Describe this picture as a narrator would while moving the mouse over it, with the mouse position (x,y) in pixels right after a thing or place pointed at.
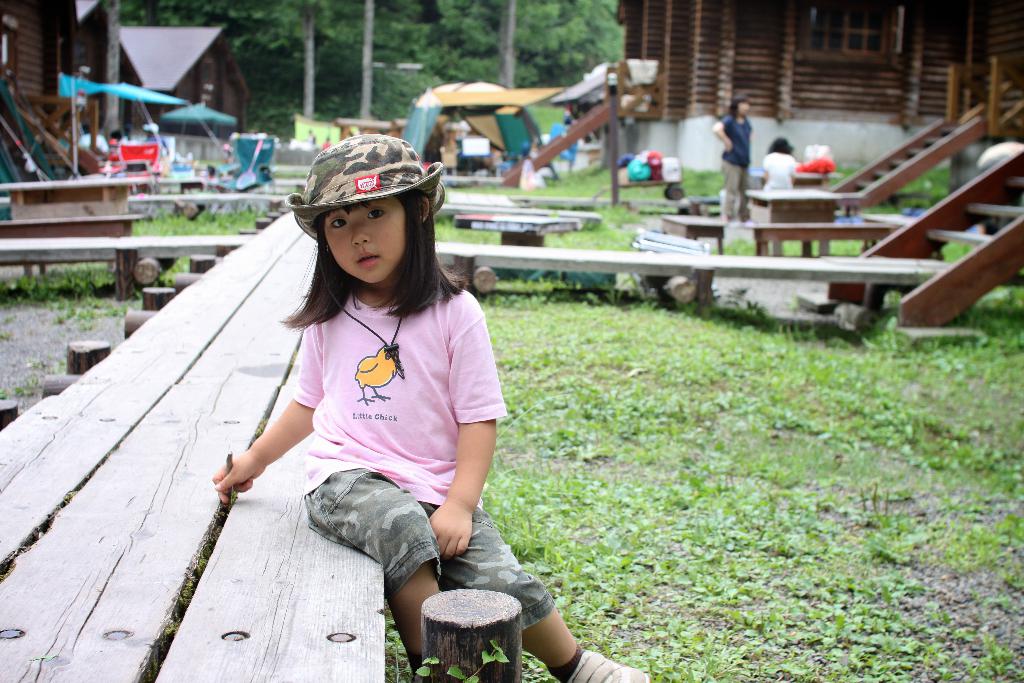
In this image in front (422,546) there is a girl (338,450) sitting on the wooden platform (273,545). In the background of the image (909,159) there are wooden stairs (867,188). There are tents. There are people (728,205). There are wooden houses (131,61). There are trees (440,61). At the bottom of the image (698,465) there is grass (760,495) on the surface (653,417).
